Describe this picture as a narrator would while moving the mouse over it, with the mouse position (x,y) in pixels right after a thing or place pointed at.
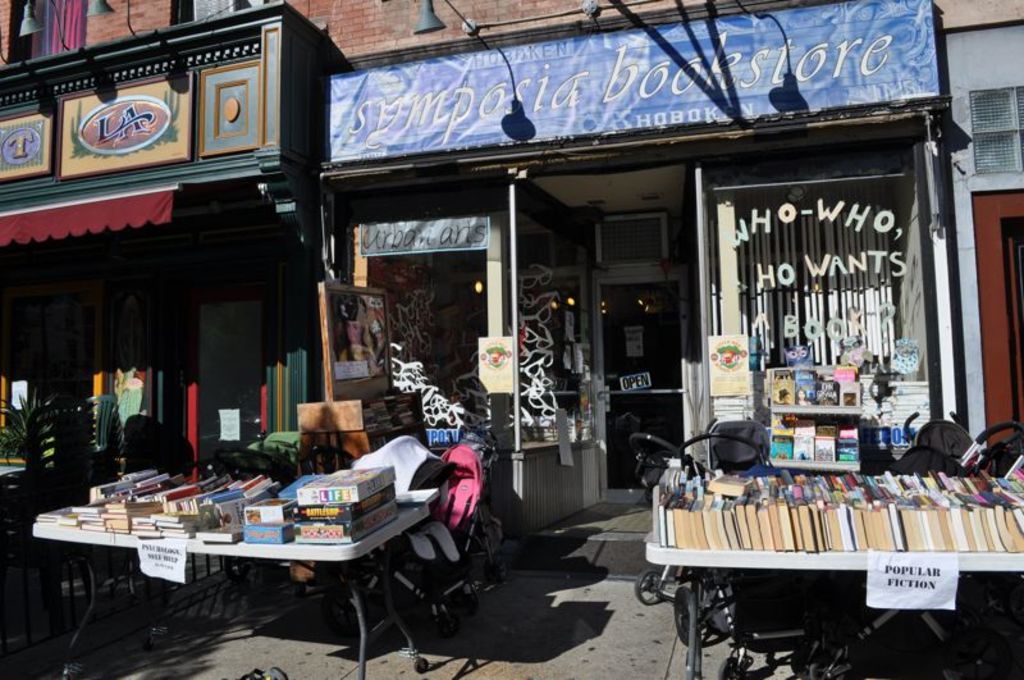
In this picture I can see books (884,502) on the tables (402,525), there are papers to the tables (143,538), there are chairs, shops (901,411), boards (16,162), lights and some other items (730,463).
